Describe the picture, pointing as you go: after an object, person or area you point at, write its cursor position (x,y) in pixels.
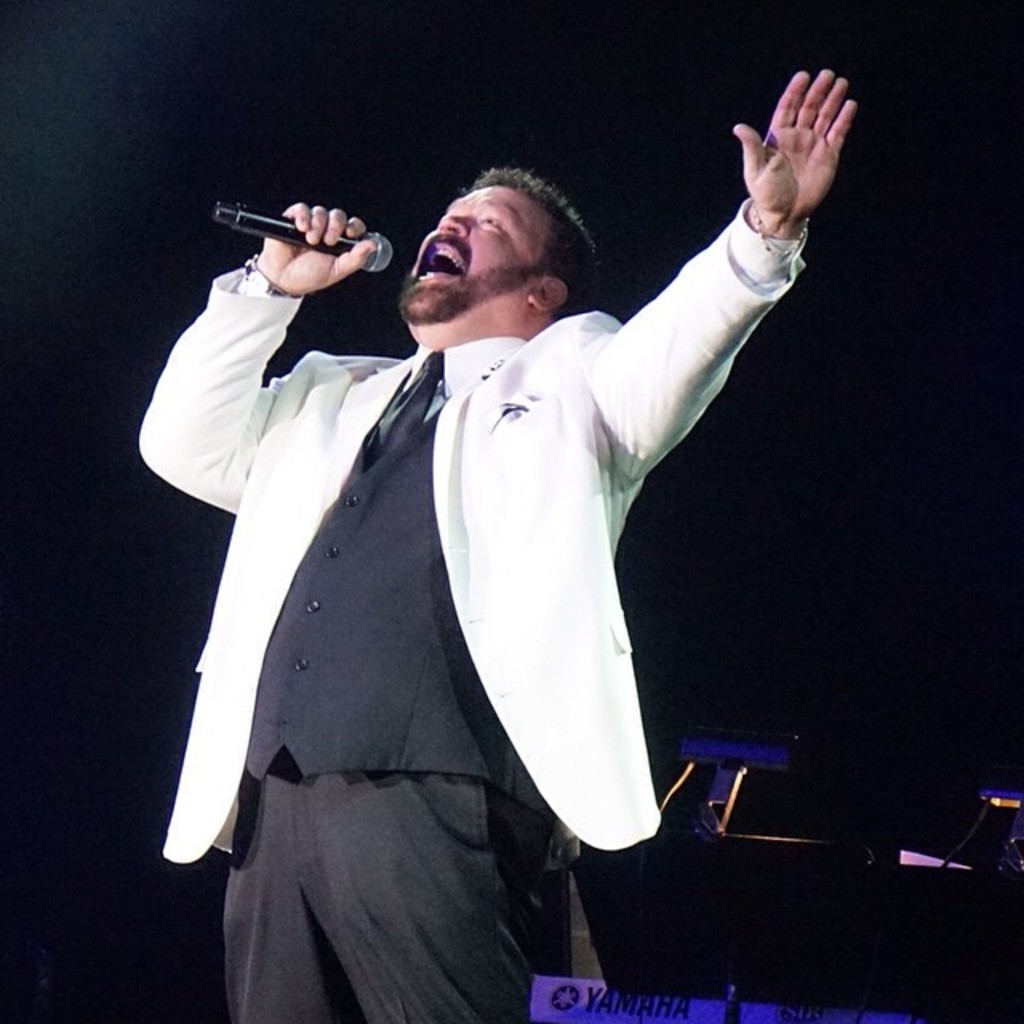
A man (594,382) is standing he is holding a mic (328,250) and singing. He wear a coat (370,424).
